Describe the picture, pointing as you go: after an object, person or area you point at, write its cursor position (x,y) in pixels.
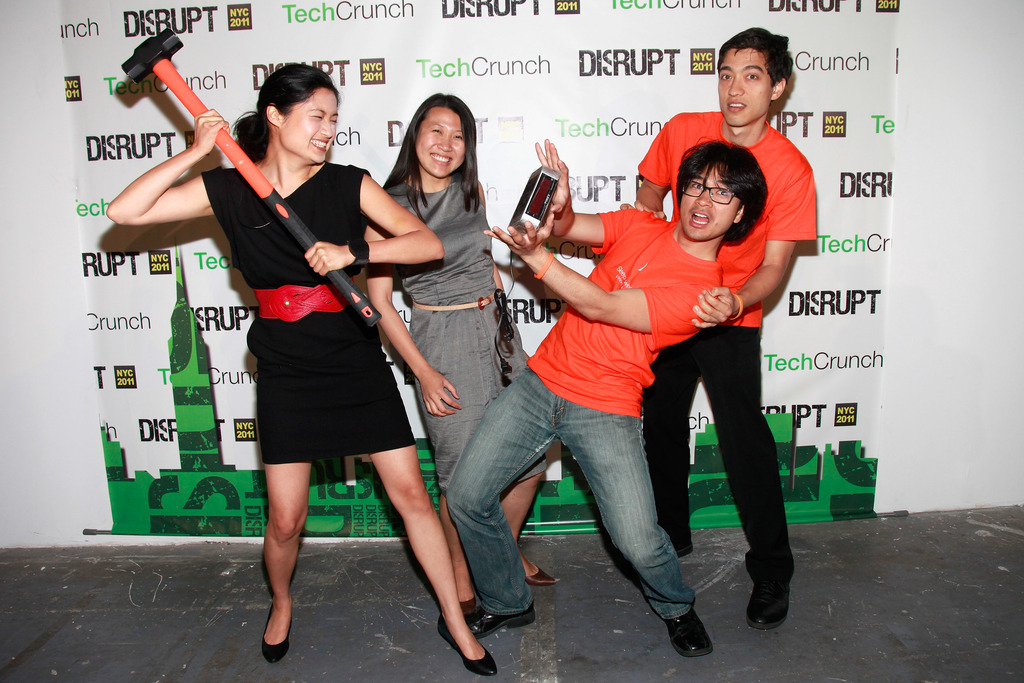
In this image I can see there are two boys (777,153) and two girls (317,188) and the girls (456,266) are smiling and one boy (561,166) holding a device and one girl (333,171) holding a hammer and in the background (560,131) I can see the wall (59,50) and I can see notice paper (858,52) on notice paper (888,53) I can see text (632,127).
